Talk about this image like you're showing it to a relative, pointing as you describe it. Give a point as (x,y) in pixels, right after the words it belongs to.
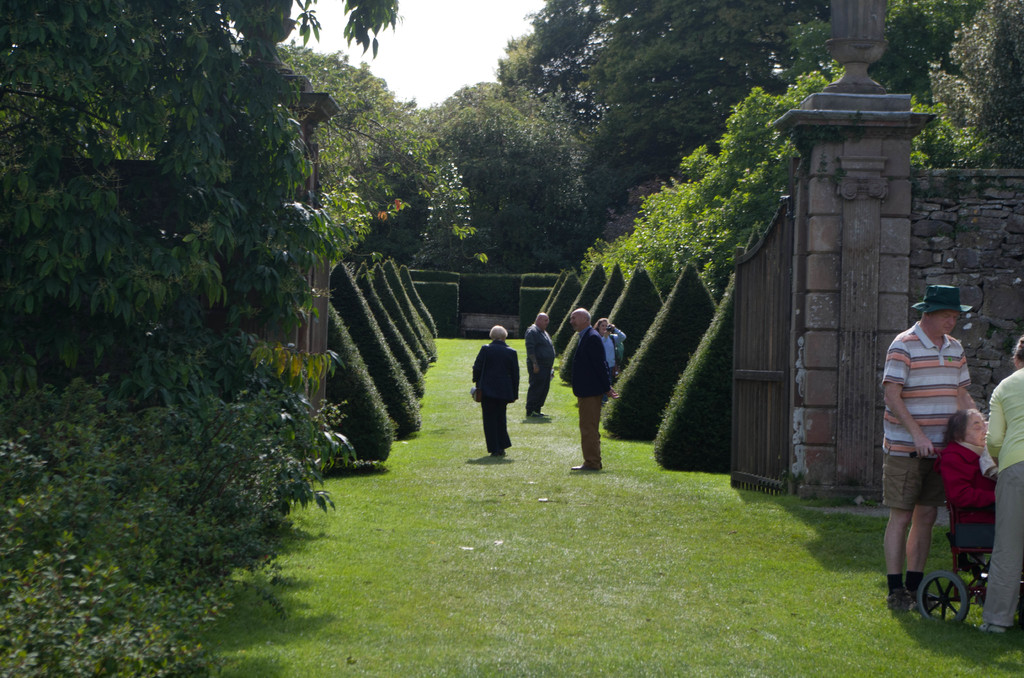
In the middle of the picture (500,396), we see people (532,410) are standing. On either side of them, we see shrubs (660,320). On the right side (981,474), we see a woman (962,480) in the red jacket (969,486) is on the wheelchair (962,549). Beside her, we see two people (901,558) are standing. Behind them, we see a pillar (870,244) and a wall (931,247) which is made up of stones (921,285). Beside that, we see a gate (781,398). At the bottom of the picture (585,591), we see the grass (575,637). On the left side (112,462), there are trees (228,129). In the background (452,168), we see the trees (452,130). At the top (444,55), we see the sky (426,41).
